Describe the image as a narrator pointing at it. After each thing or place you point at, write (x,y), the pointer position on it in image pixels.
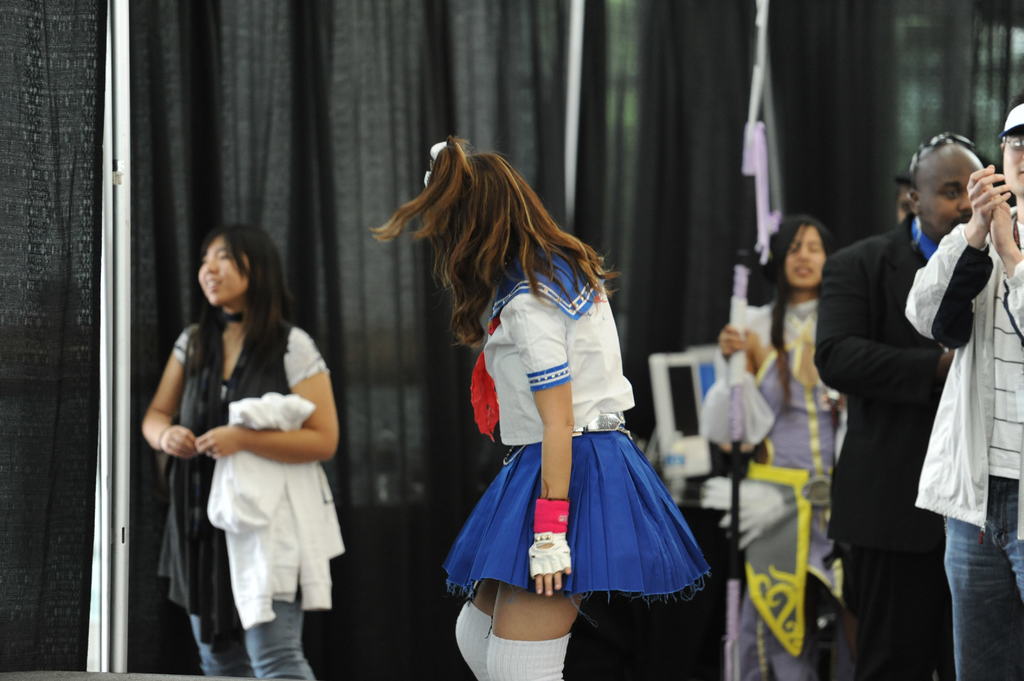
In this image there are a few people (622,449) standing on the ground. Behind them there are curtains (661,146). There are a few objects (692,382) behind them. The man (978,208) to the right (964,249) is clapping.
